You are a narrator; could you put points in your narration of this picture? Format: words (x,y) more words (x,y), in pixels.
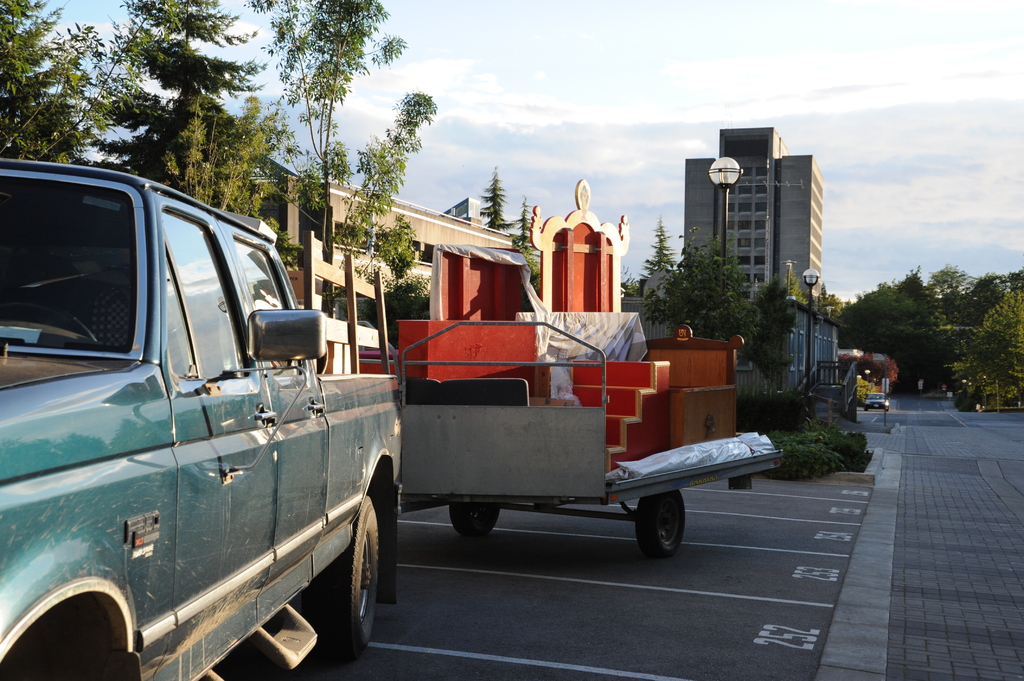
This is an outside view. On the left side (120,338) there are two vehicles (593,457) on the road (602,620). In the background (722,299) there are many trees (762,296) and buildings (773,262). Beside the road (810,485) there are light poles (807,342). On the right side (879,398) there is a car (874,403) on the road (881,424). At the top of the image (704,74) I can see the sky (757,67).
